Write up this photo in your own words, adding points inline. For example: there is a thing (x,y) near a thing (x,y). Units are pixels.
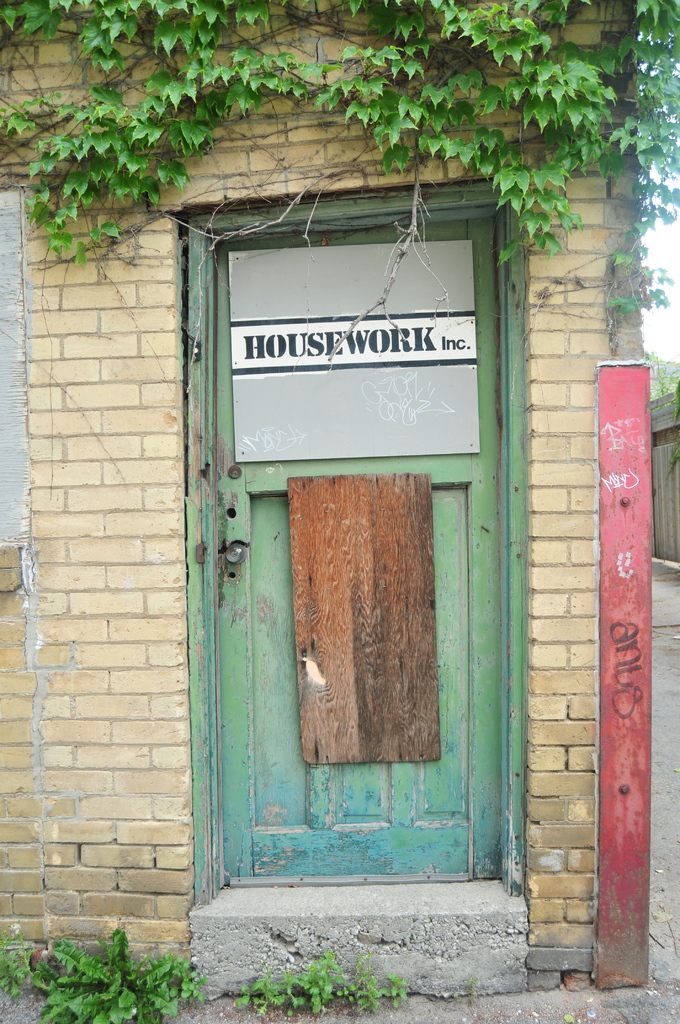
In the image there is a door (423,813) in the middle of the house (167,937) with plants (474,153) above it.
